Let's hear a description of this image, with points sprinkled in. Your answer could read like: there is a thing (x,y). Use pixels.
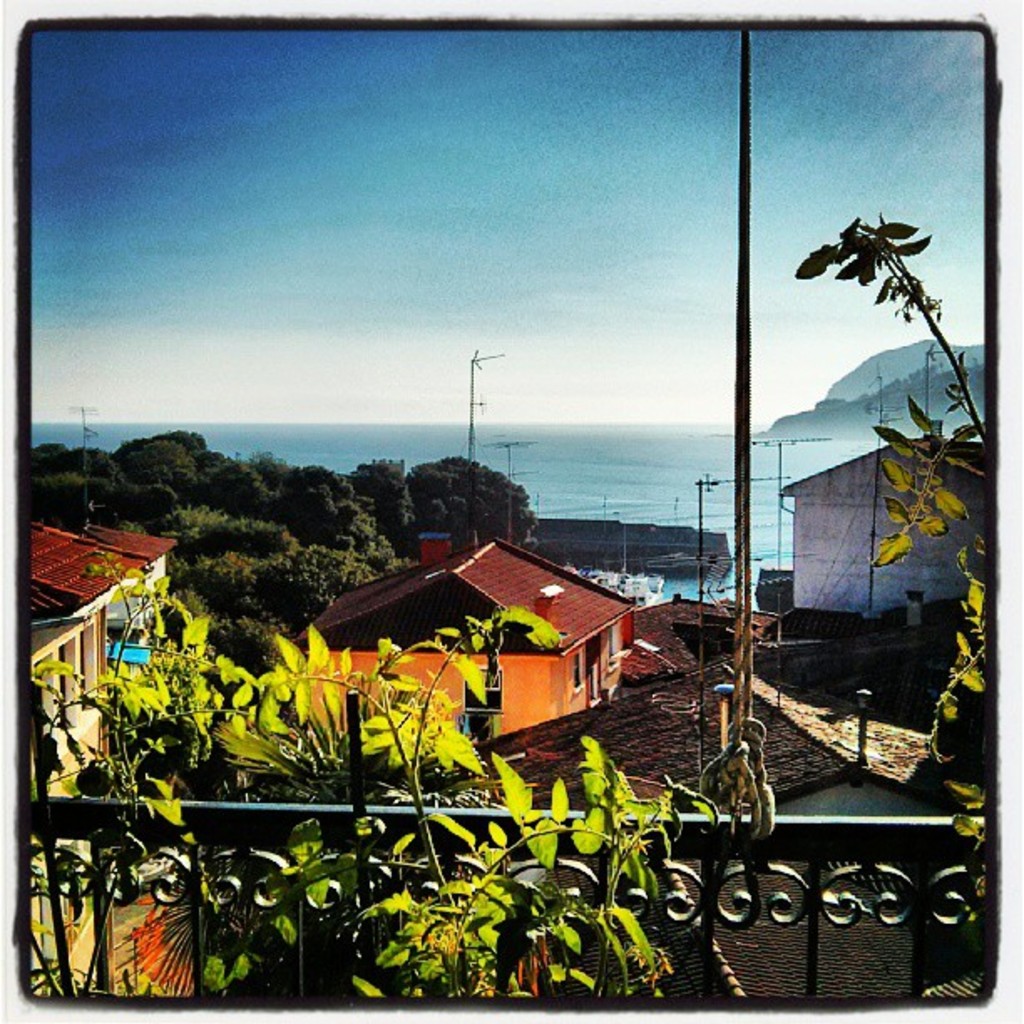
In this image we can see a fence (449,812), plants (533,954), a rope (741,742) tied to a fence (811,927), houses (550,708) with a roof (463,583), trees (293,576) and poles (515,445). On the backside (645,485) we can see a beach (638,469), mountains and the sky (551,354) which looks cloudy.
